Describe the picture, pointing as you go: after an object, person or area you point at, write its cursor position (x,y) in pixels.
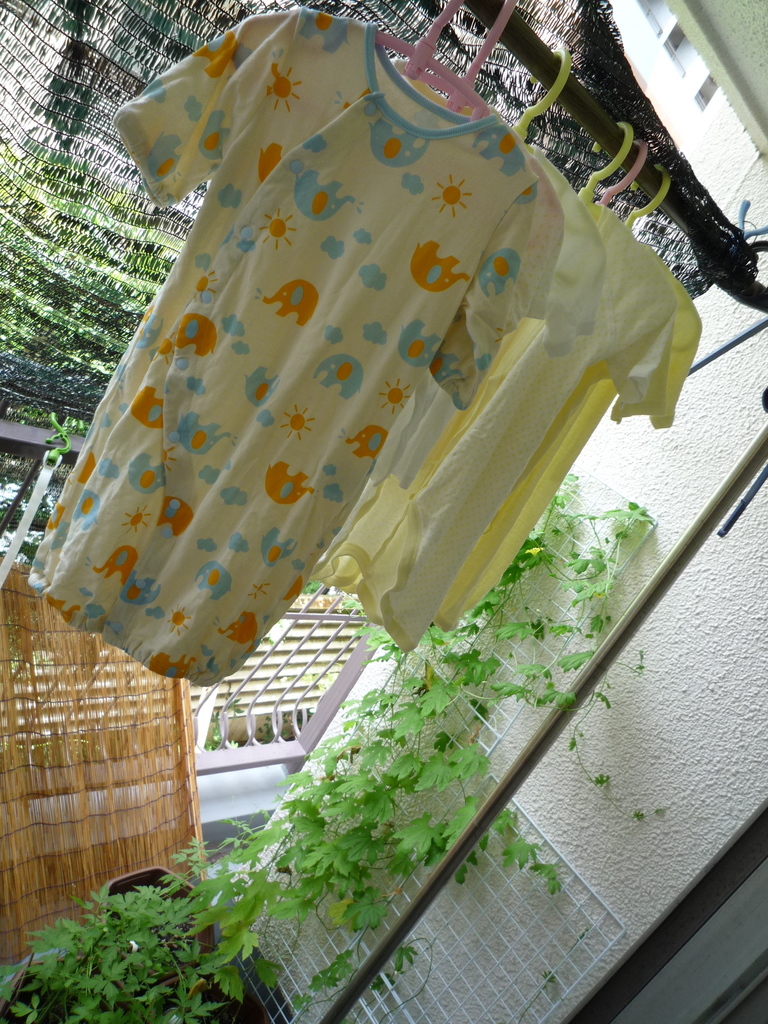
There are clothes (428,590) hanging to a rod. Here we can see plants (133,964), grill (402,986), and wall (700,740).
